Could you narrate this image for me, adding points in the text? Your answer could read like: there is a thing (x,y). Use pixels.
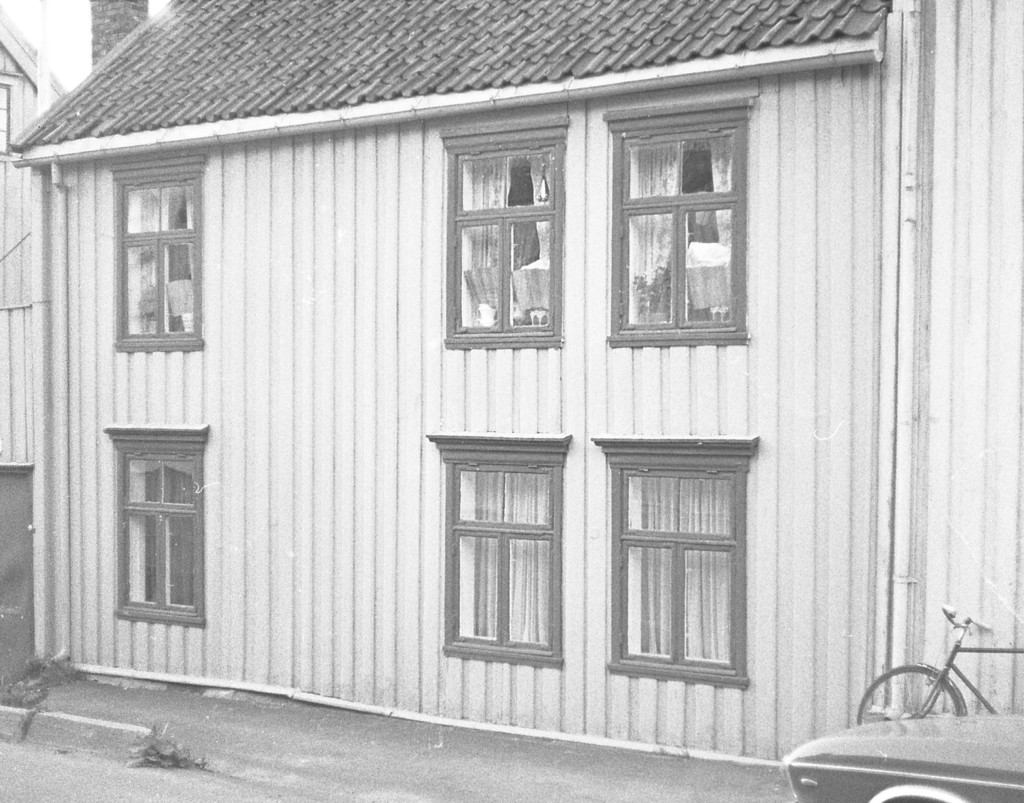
In this image there is a house (700,689). There are windows (648,229). To the right side of the image (1014,649) there is a bicycle (931,696) and a car (826,788).
